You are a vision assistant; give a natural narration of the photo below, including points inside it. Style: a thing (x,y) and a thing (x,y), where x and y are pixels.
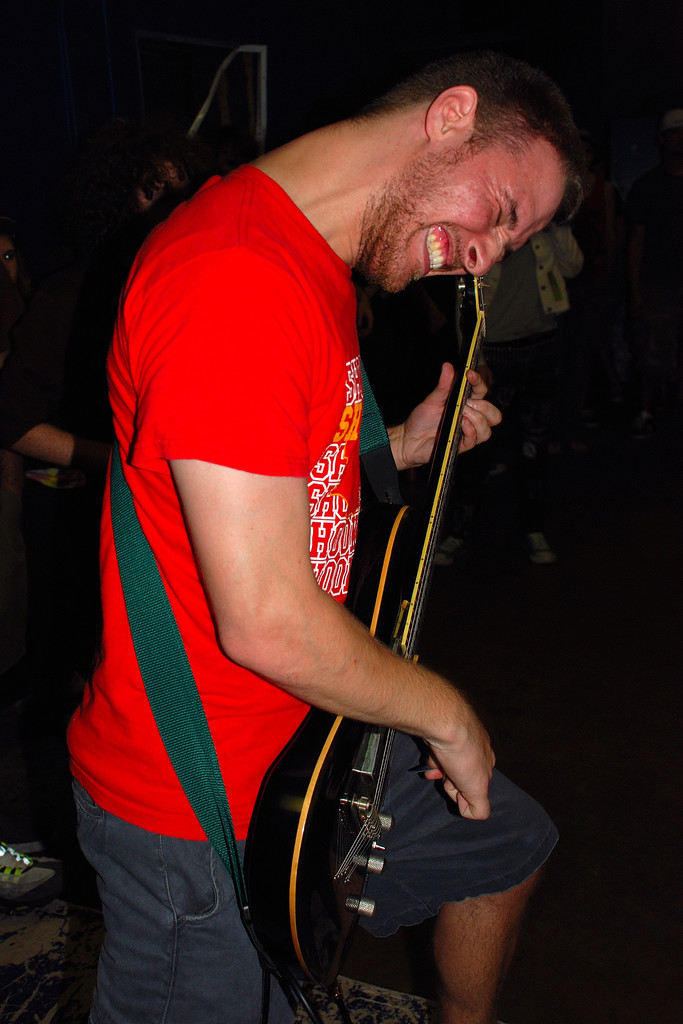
This image has a person (237,522) standing and playing a guitar (397,532). Beside to them there is another person (89,618). At the left bottom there is a shoe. At right side (596,181) there is a person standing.
